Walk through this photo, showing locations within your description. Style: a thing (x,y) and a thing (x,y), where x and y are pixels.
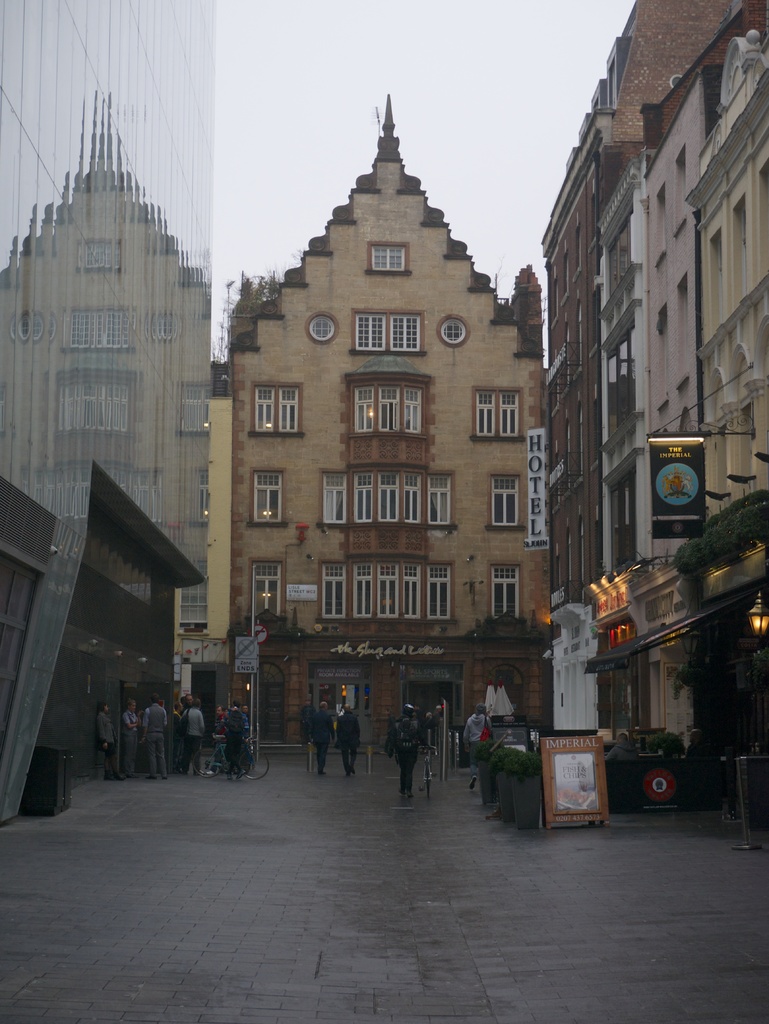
At the bottom (414,745) few people (414,745) are walking on the street (416,885), there are buildings (398,442). At the top (491,123) it is the sky (460,103).
